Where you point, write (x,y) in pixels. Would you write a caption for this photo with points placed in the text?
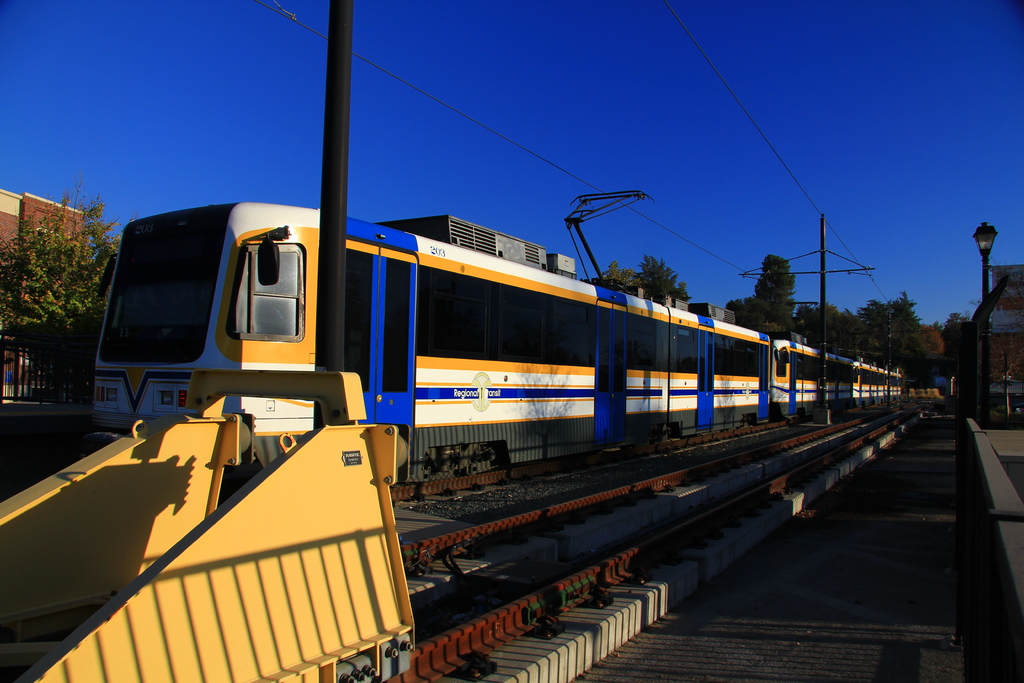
In the foreground (634,336), I can see a train (608,440) on a track (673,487) and metal objects (374,516). In the background (1002,409), I can see trees (84,239), buildings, poles (823,297), wires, vehicles (1016,404) on the road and the sky (666,192). This image might be taken in the evening.
